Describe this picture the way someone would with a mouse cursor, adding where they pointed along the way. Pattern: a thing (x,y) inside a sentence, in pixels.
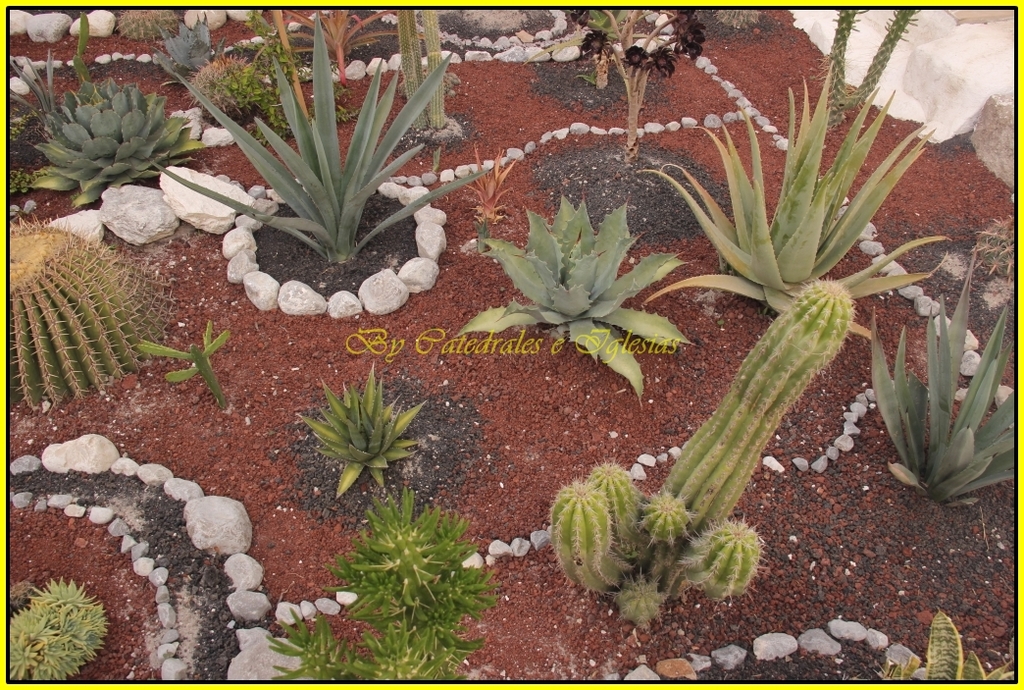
In the foreground of this image (654,532), there are plants (324,218) and few white stones (181,218) surrounded to the plants (339,185) and few are kept as border (411,195) to the plants (698,46).
